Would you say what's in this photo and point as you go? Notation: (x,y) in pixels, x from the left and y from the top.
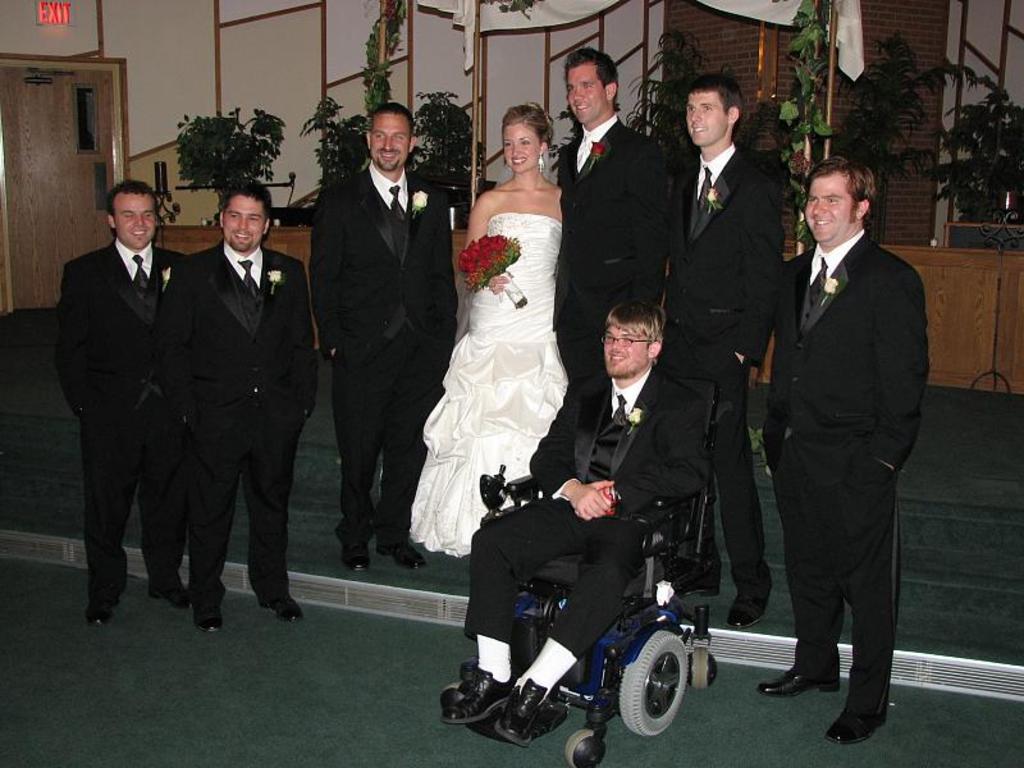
In the image we can see there are people (509,148) standing and there is a woman (501,210) holding rose flower bouquet (502,241) in her hand (499,293). There is a person (595,520) sitting on the wheel chair (613,654) and behind there are plants (431,121) kept in the pots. There is an exit sign board (57,25) on the wall (61,37).
